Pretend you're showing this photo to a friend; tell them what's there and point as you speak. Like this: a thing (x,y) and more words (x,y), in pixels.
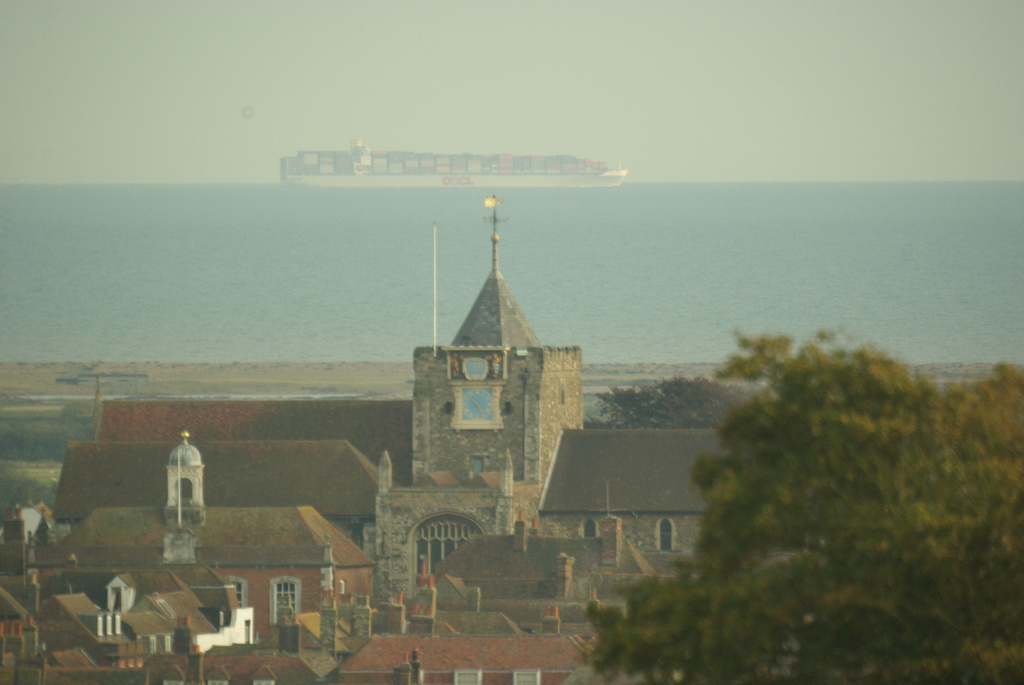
In this image there are buildings (661,468), trees (789,480), a ship (396,165) on the sea (679,246) and in the background (579,104) there is the sky (768,137).
